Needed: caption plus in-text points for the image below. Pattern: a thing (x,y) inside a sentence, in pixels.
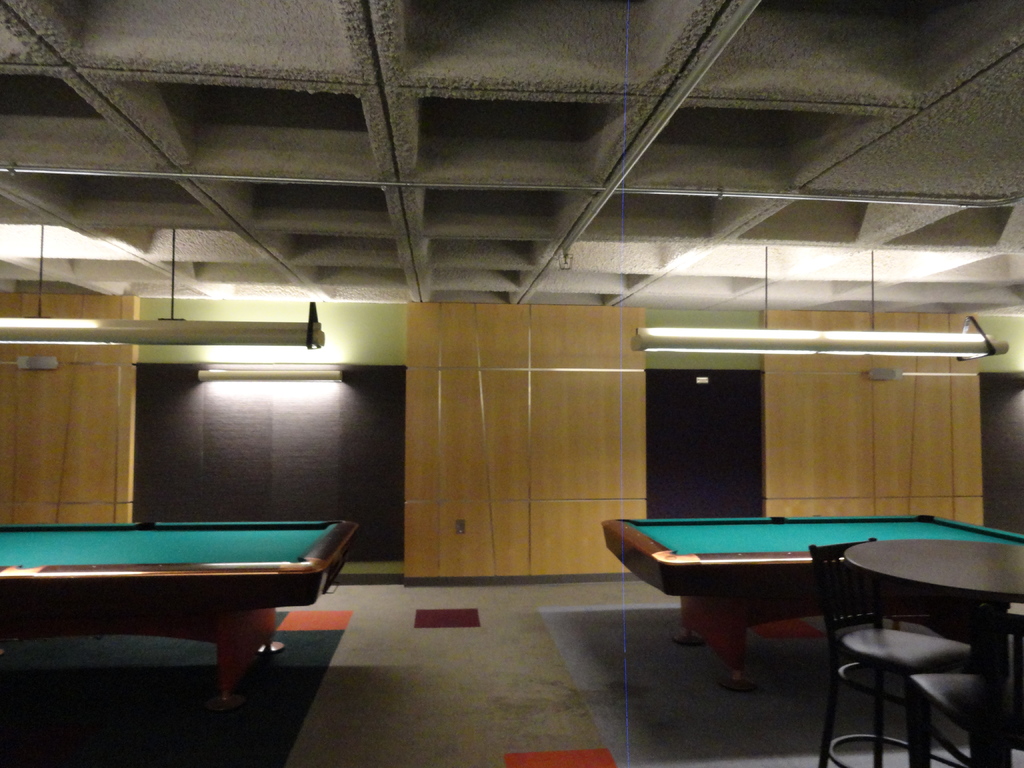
In this image we can see two billiard tables (172,537) in a room (505,569) and to the side we can see a table (994,767) with two chairs (956,697). We can see some lights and wooden wall (26,309) in the background (589,377).
